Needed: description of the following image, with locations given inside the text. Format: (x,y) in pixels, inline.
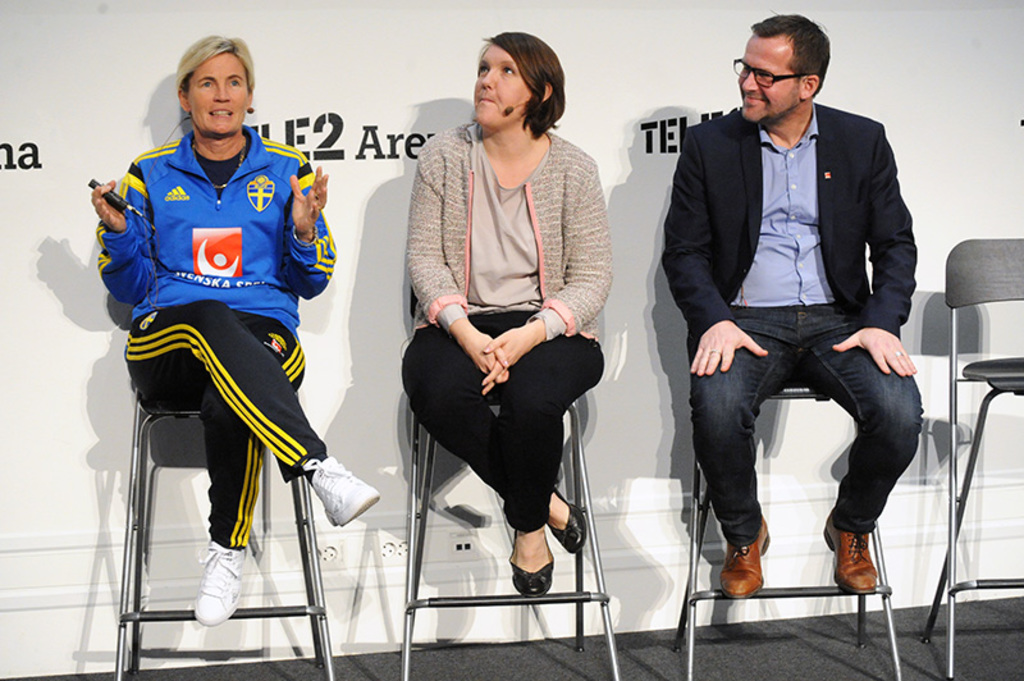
In this picture we can see three people (752,440) sitting on chairs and in the background (646,369) we can see a wall (664,372) and some text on it.
